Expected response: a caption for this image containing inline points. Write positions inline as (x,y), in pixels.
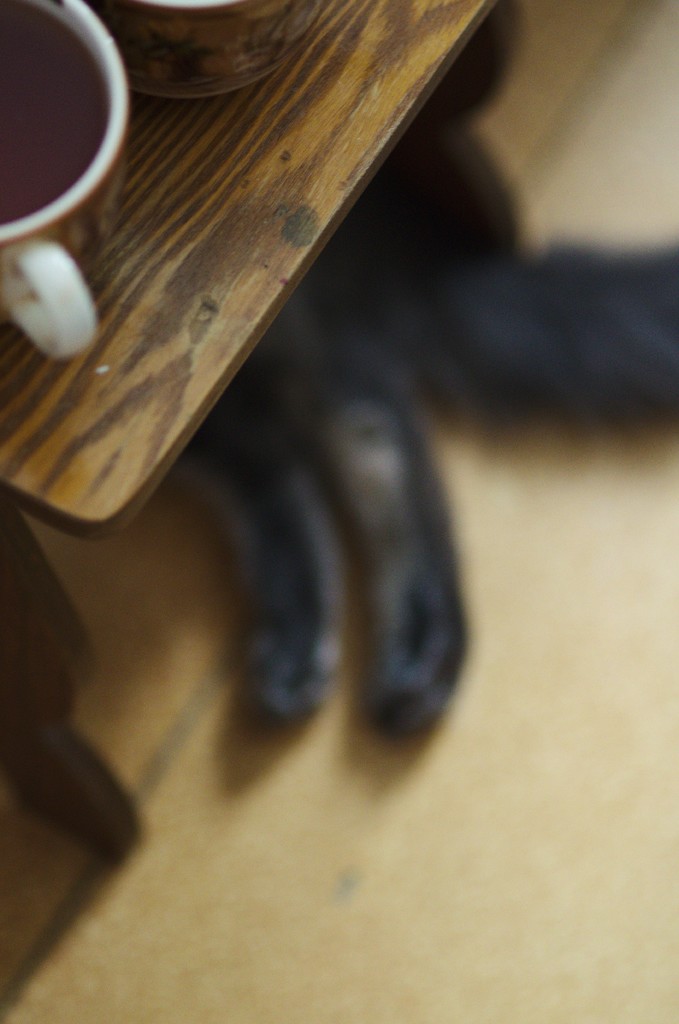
On the left (140,477) a table (181,408) is visible on which cup (65,281) is kept. Below that cat (322,284) is there which is half visible and lying on the floor (510,601). This image is taken inside the house (439,902).
